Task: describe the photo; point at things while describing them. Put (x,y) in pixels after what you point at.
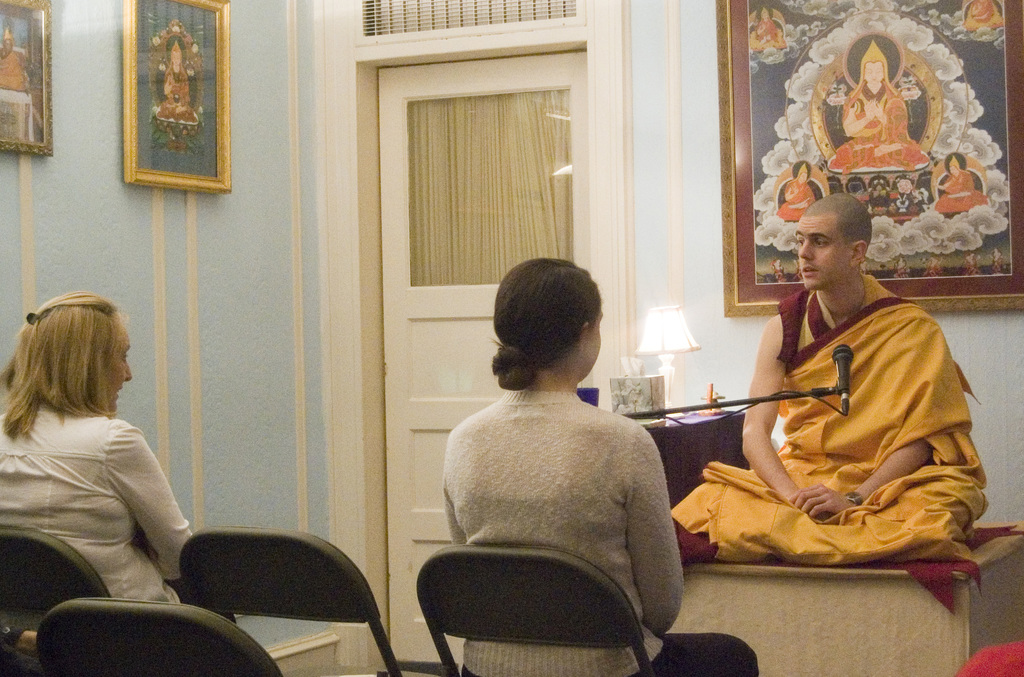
people (659,675) are sitting on the black chairs (221,604) in a room (591,515). in the front of them a person (897,455) is sitting on a table (842,585) wearing a yellow dress (860,408). in front of him there is a microphone (842,389). and at the left of him there is a lamp (665,332). behind him there is a photo frame (869,88) on the wall (673,146) and a white door (460,295). at the left wall (315,248) there is blue paint (233,334) and 2 photo frames (33,13) are present.
